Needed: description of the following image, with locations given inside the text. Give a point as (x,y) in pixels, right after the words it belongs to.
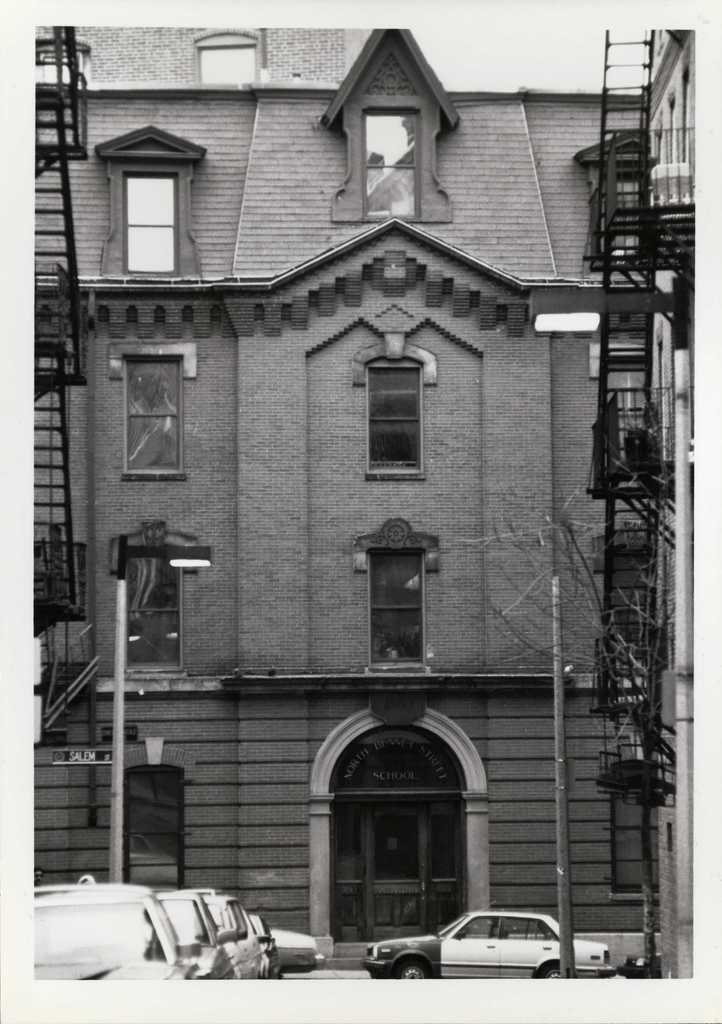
In this image I can see a building (354,442), windows (139,391), doors (429,903), light-poles (190,551), vehicles (310,957), stairs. The image is in black and white.
